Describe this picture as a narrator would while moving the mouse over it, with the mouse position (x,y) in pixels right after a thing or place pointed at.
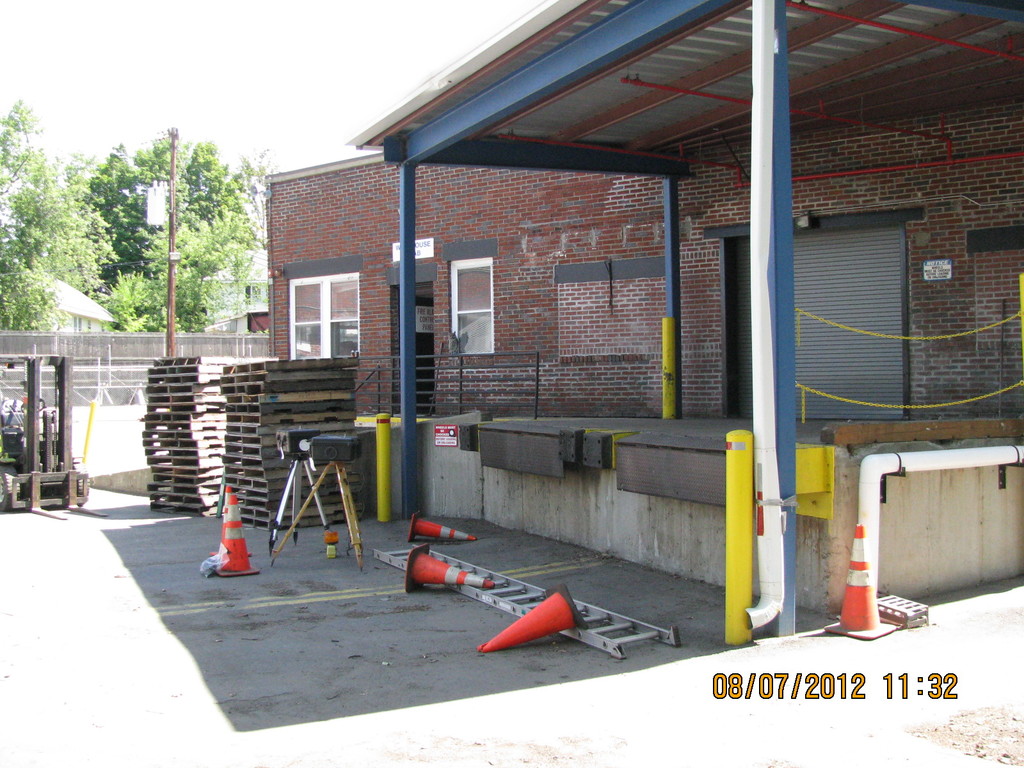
In this picture we can see the buildings (351,225). On the left (204,148) we can see many trees (208,143) and pole (173,333). At the bottom (532,637) we can see the traffic cones (438,577), beside that there are wooden boxes (187,447) and fencing (156,341). In the bottom right corner (817,678) there is a watermark (757,678). At the top (261,32) there is a sky (286,21).
